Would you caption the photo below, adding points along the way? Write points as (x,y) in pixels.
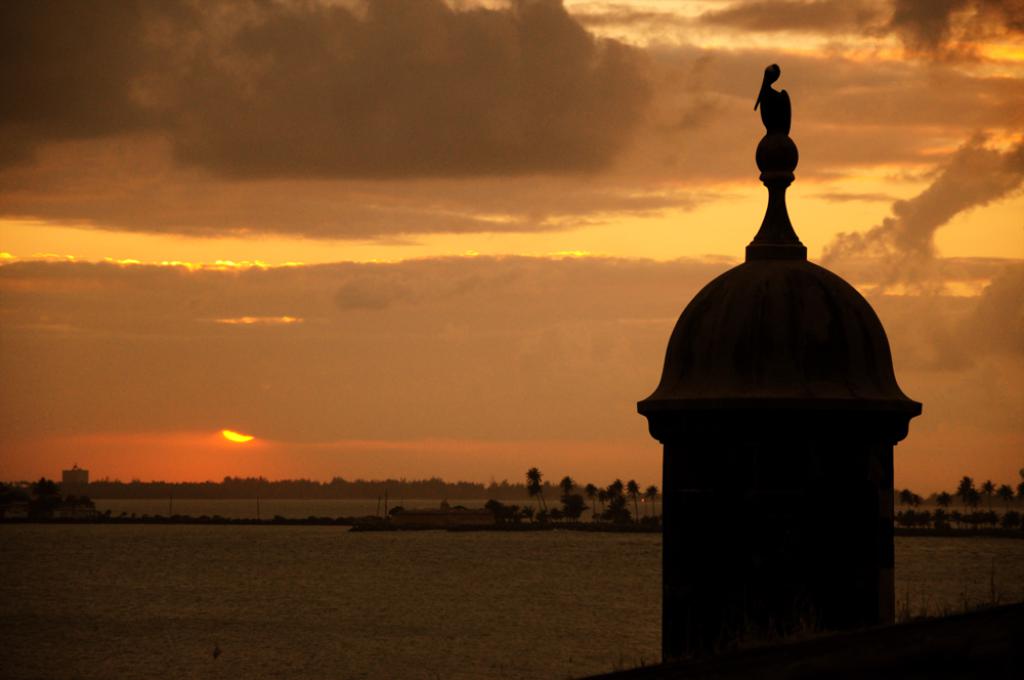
In this image I can see a bird (768,116) on the pillar (739,485). There are trees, there is water (347,538) and in the background (285,298) there is sky (227,294).
